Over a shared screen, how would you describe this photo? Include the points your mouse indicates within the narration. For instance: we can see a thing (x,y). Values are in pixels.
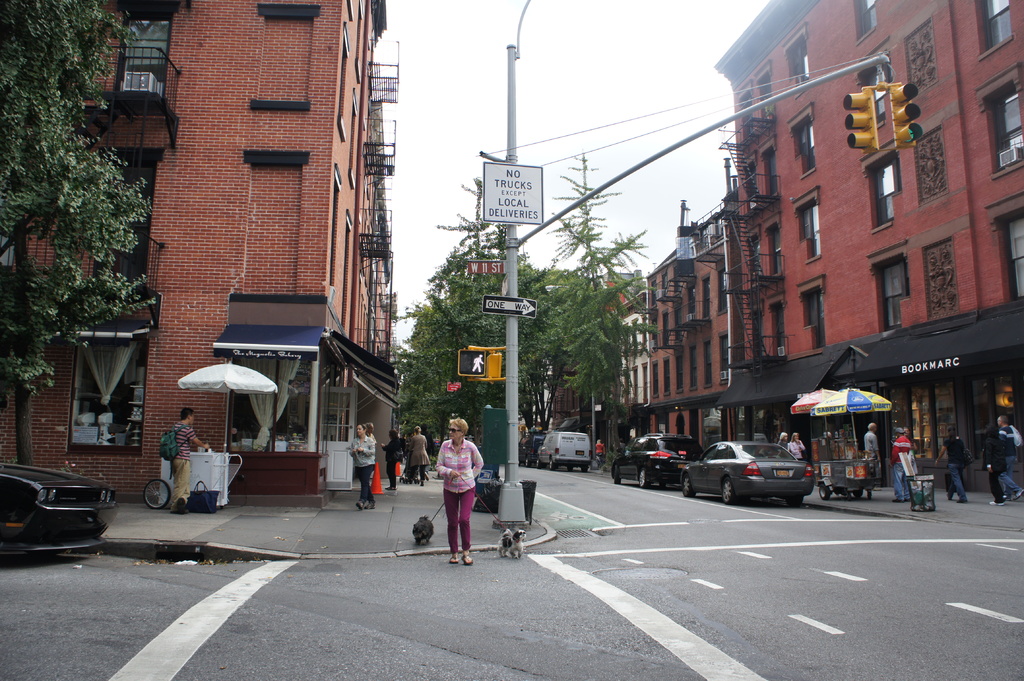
In the center of the image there is a person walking on the road (501,572) by holding the dogs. Behind her there are few other people (356,457). There are cars (722,466) parked on the road (597,590). There are traffic signals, signal boards (499,371), sign boards (522,313). On the right side of the image (940,401) there are stores (882,424). In front of the stores (880,448) there are a few people (960,466) walking on the pavement (1016,506). In the background of the image (403,351) there are buildings (194,202), trees (104,291) and sky (567,62).
